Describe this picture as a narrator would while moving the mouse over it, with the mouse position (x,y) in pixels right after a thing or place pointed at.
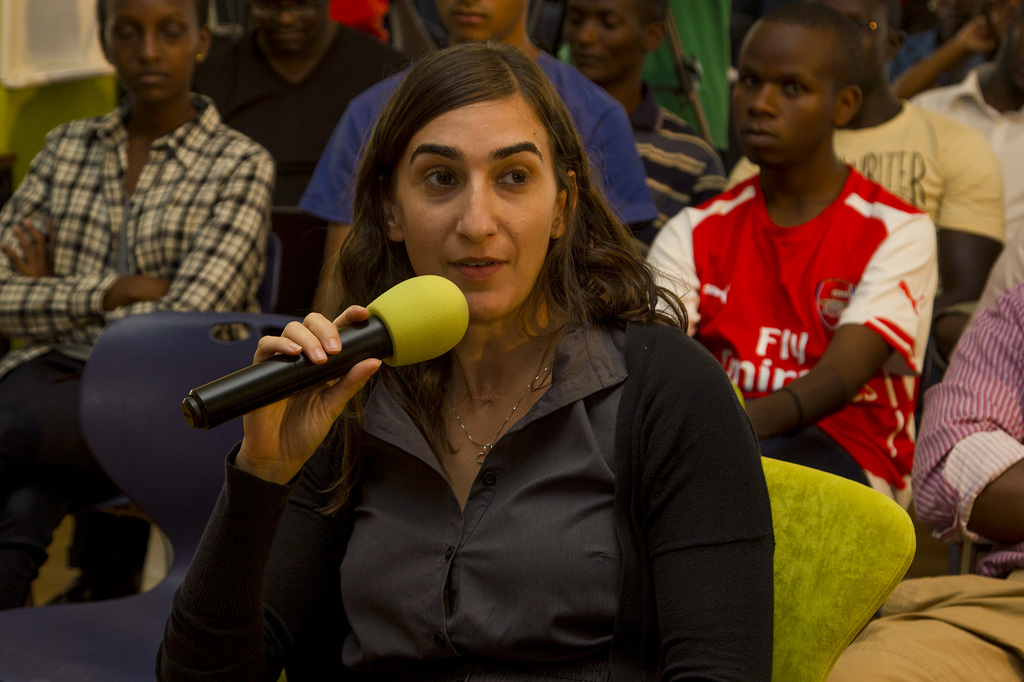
there is a woman (638,442) speaking a microphone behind her so many people (598,93) sitting on a chairs (817,600).
